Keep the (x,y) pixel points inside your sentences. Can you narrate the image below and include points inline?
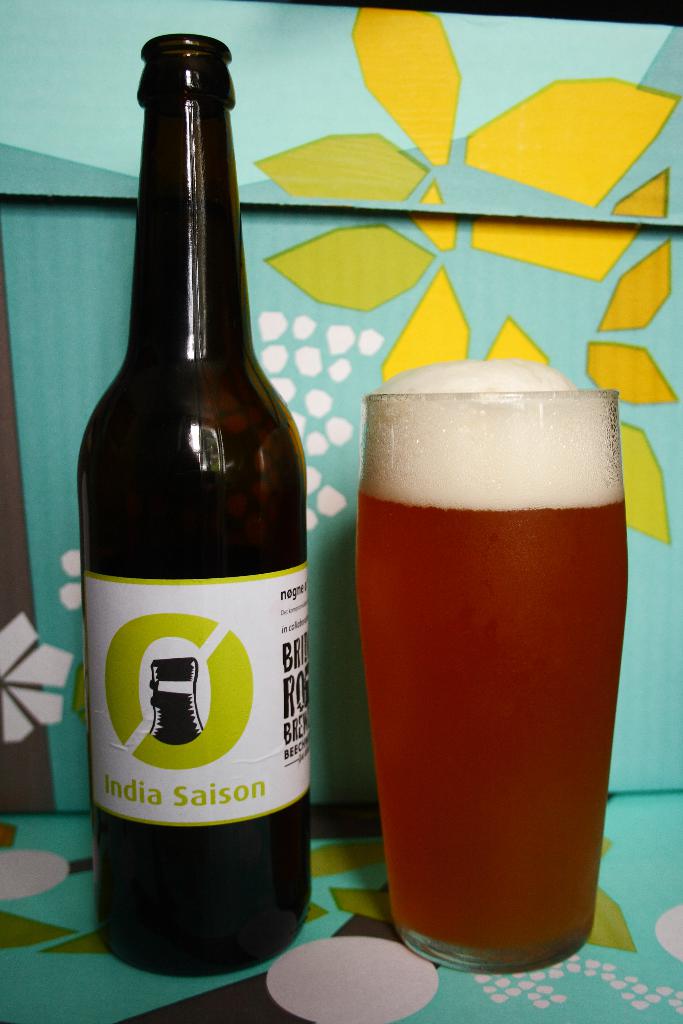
In this image I can see a glass bottle (172,83) and a glass (522,625) of drink (504,497). There is a green floral background (373,299).
